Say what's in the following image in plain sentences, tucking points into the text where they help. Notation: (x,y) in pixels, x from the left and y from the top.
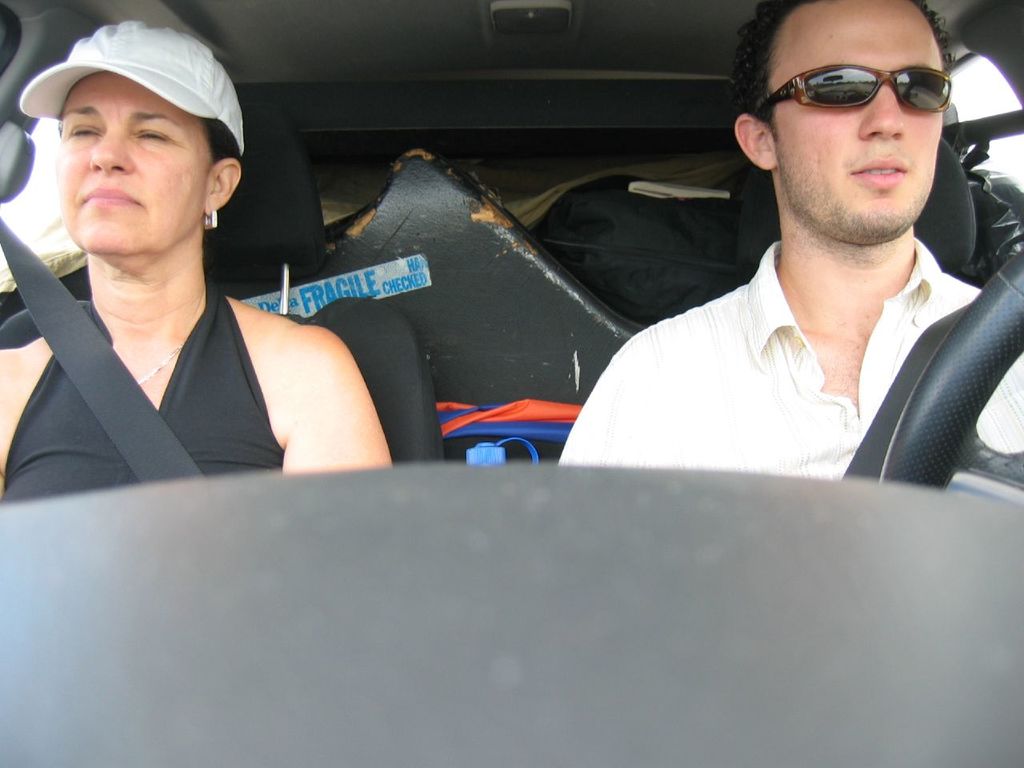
This picture is taken in the car (564,568), There are two persons (864,420) sitting in the car (130,430) and in the background (460,222) there is a black color board (519,246).
